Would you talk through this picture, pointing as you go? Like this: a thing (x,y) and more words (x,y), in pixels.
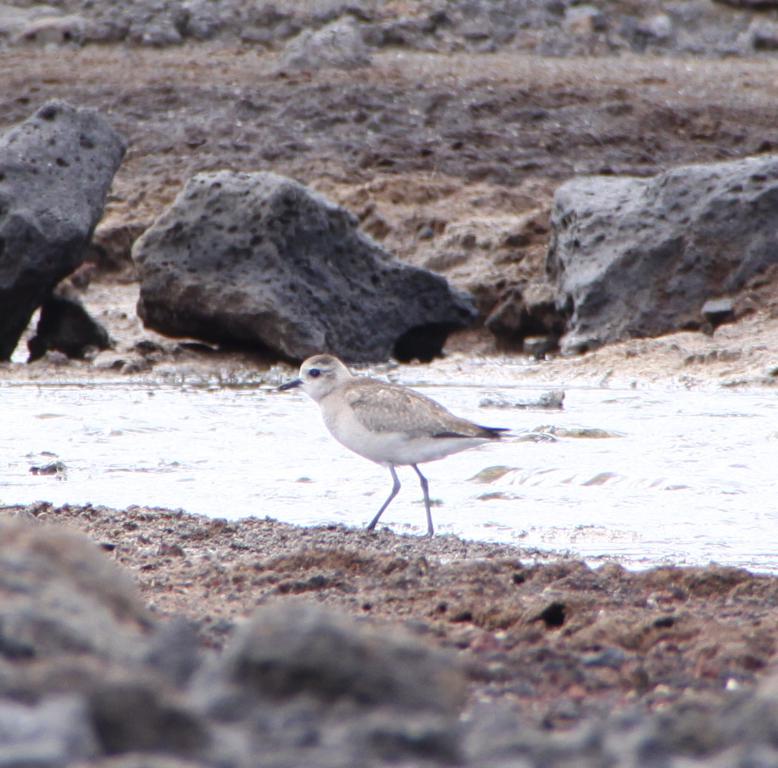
In this image, we can see water (398,513) and a bird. At the top (649,246) and bottom of the image (203,537), we can see stones (725,207) and ground (485,156).
